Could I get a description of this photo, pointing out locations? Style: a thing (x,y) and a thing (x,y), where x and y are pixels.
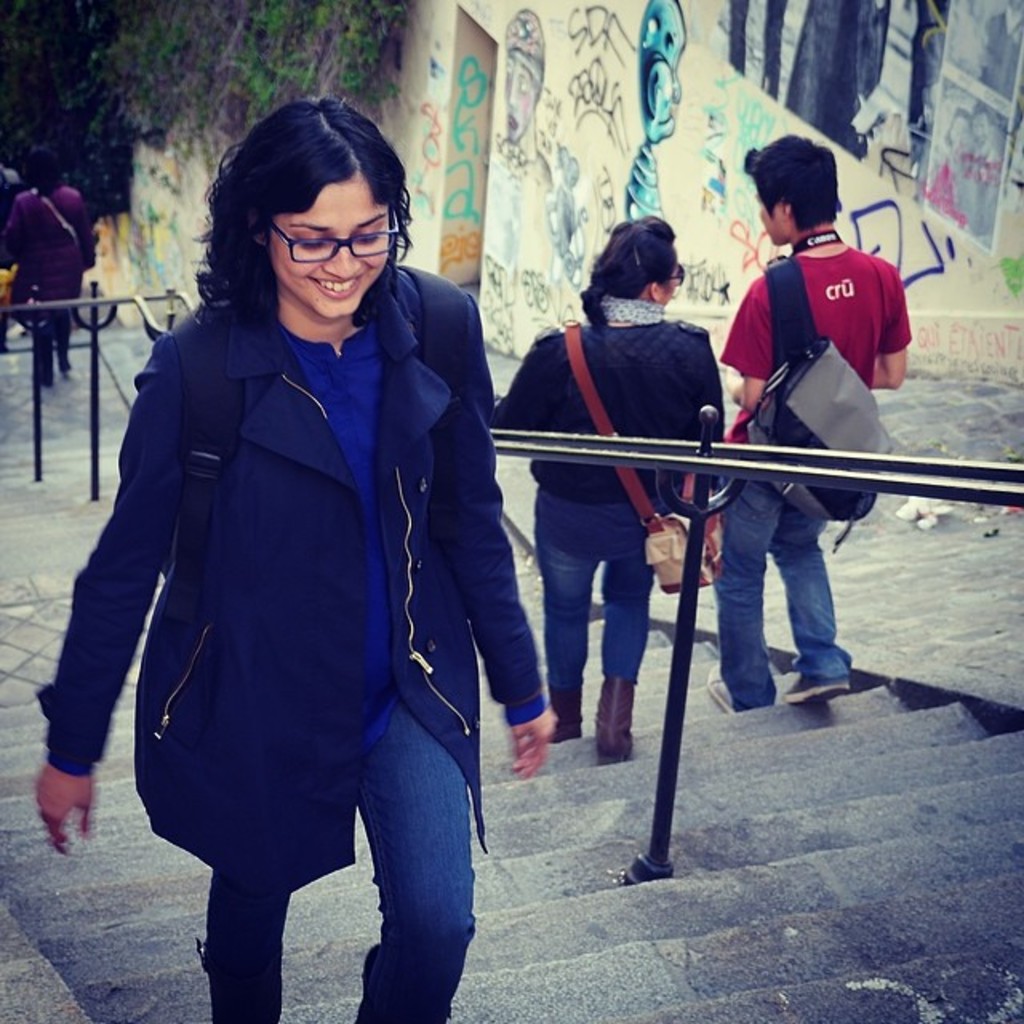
There are people (477,595), she is smiling and these two people (616,305) carrying bags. We can see rods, steps (601,647), painting (606,17) and posters (984,120) on the wall (1008,252). In the background (259,118) we can see leaves (55,126).
